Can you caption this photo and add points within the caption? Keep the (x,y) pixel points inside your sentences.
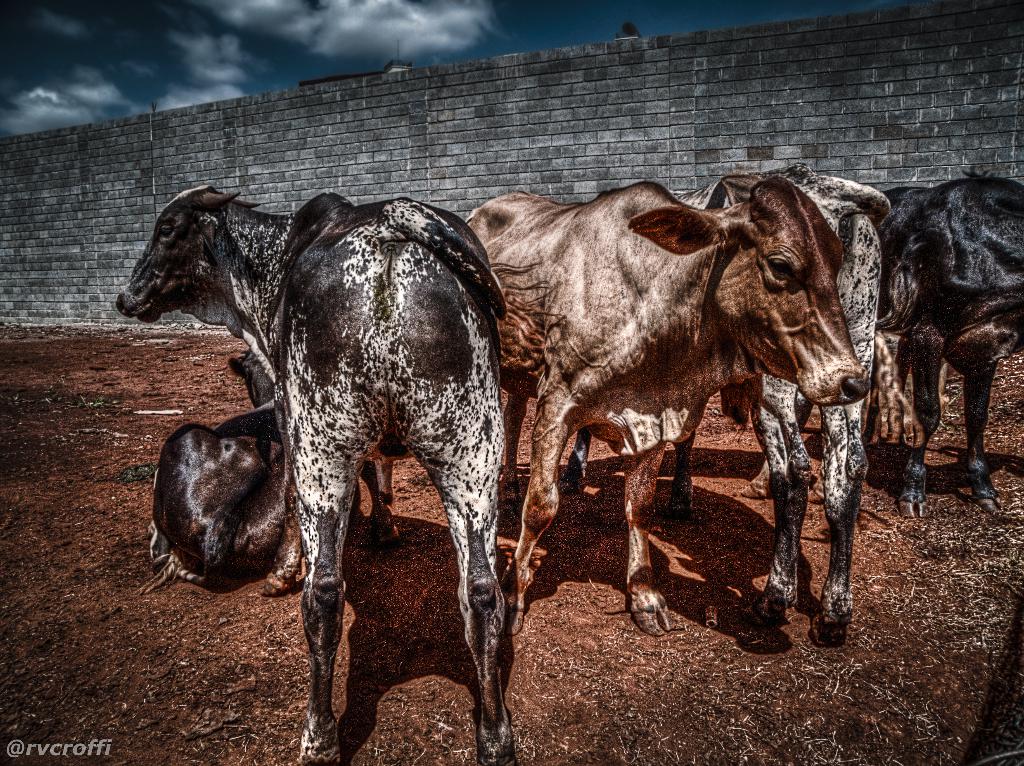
In the picture we can see some cows (865,348) are standing and one cow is sitting on the muddy path (30,627) and behind the cows (447,311) we can see a wall (376,119) and on the top of it we can see a sky (309,75) with clouds (300,44).
